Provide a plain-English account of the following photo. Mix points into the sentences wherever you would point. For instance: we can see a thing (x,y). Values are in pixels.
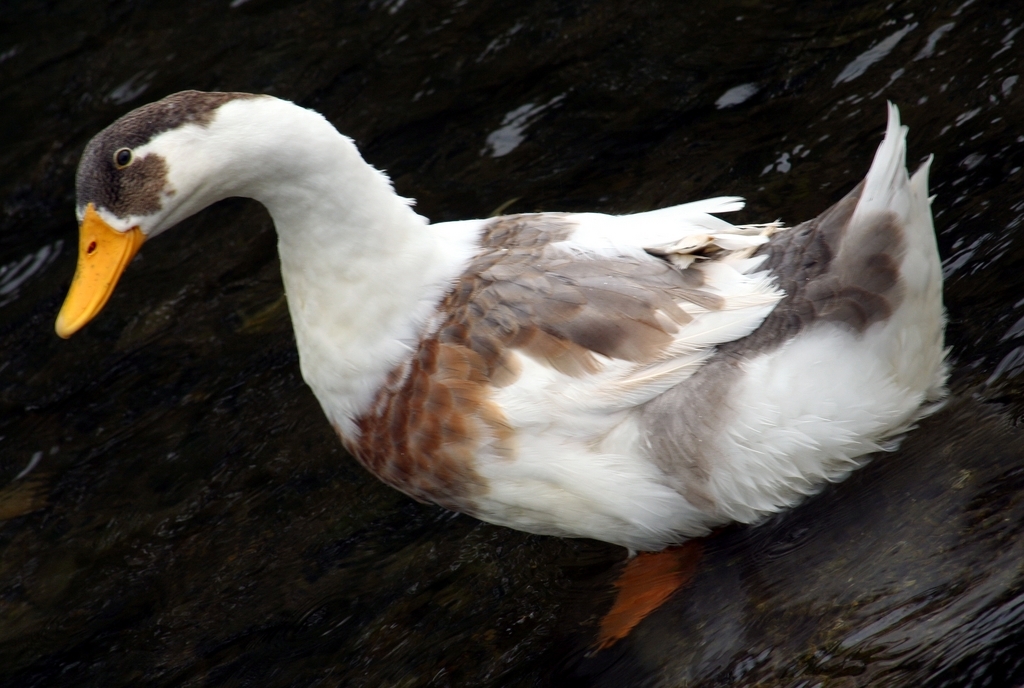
In this picture I can see a duck (522,351) in the water (207,629).
